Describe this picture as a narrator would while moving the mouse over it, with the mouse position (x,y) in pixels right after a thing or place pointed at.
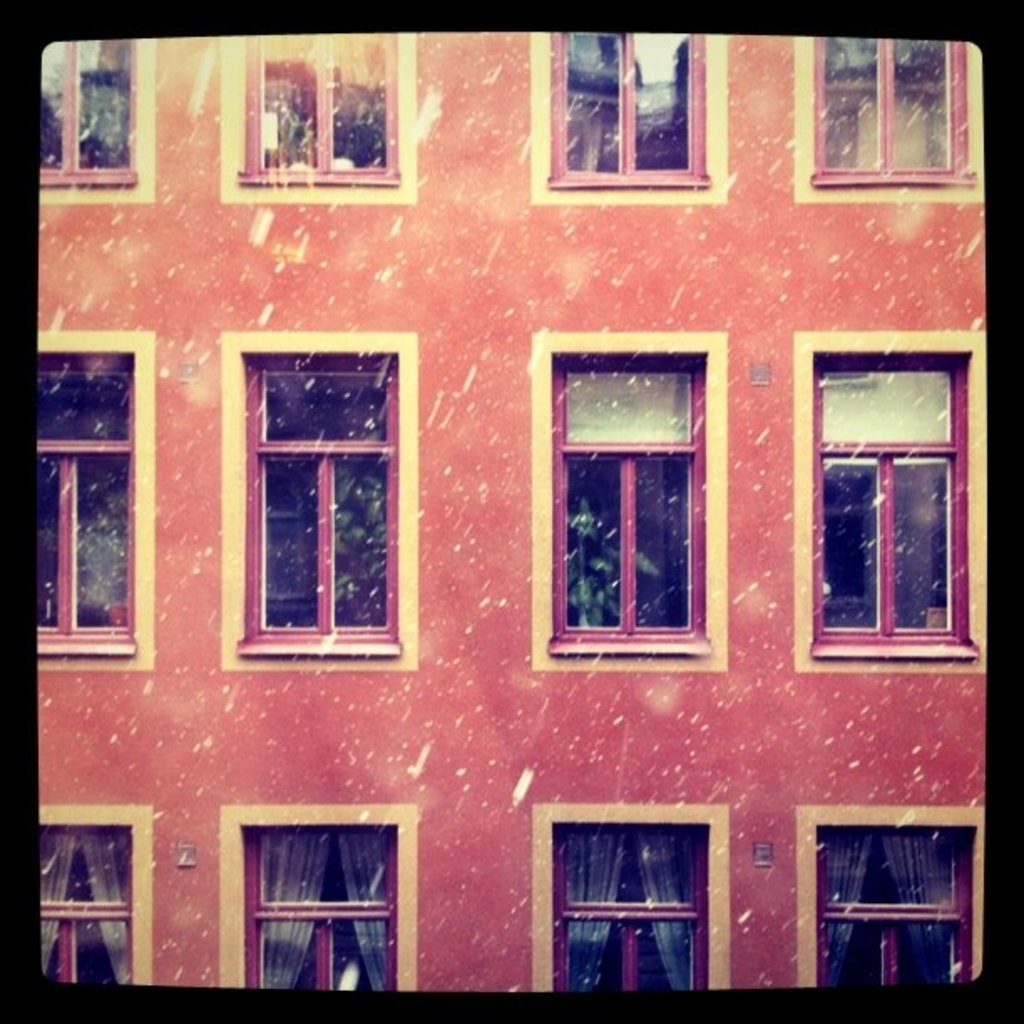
This is an edited image. In this image I can see a part of a building (569,716). There are many windows (361,495). Behind the windows (361,918), I can see the curtains (683,899).
